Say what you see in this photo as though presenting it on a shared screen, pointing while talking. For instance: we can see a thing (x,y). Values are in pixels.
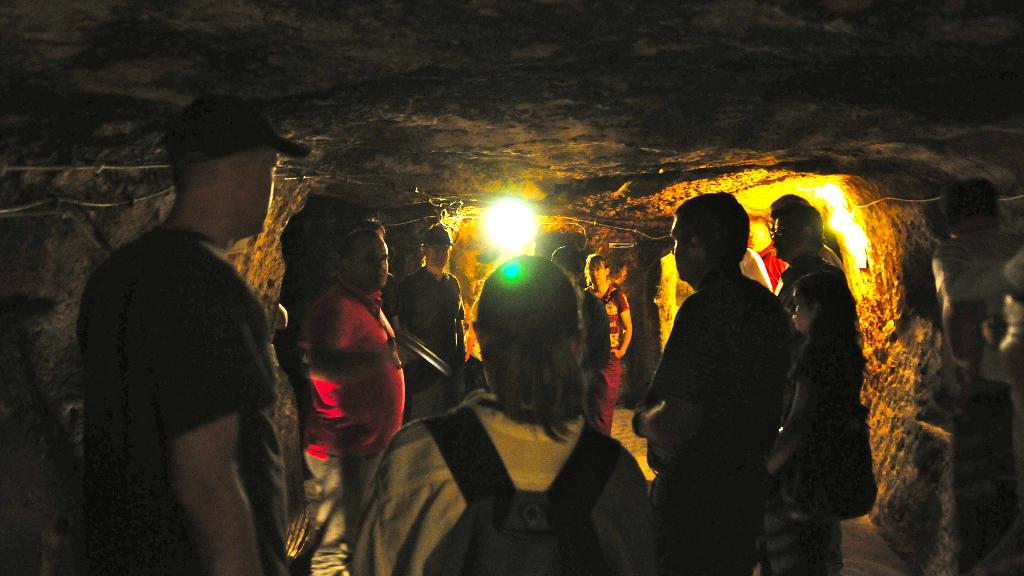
The picture might be taken inside a cave (889,244). In the picture we can see group of people (566,307). At the top (485,92) it is rock (581,200). In the background (509,235) we can see light (508,219).
